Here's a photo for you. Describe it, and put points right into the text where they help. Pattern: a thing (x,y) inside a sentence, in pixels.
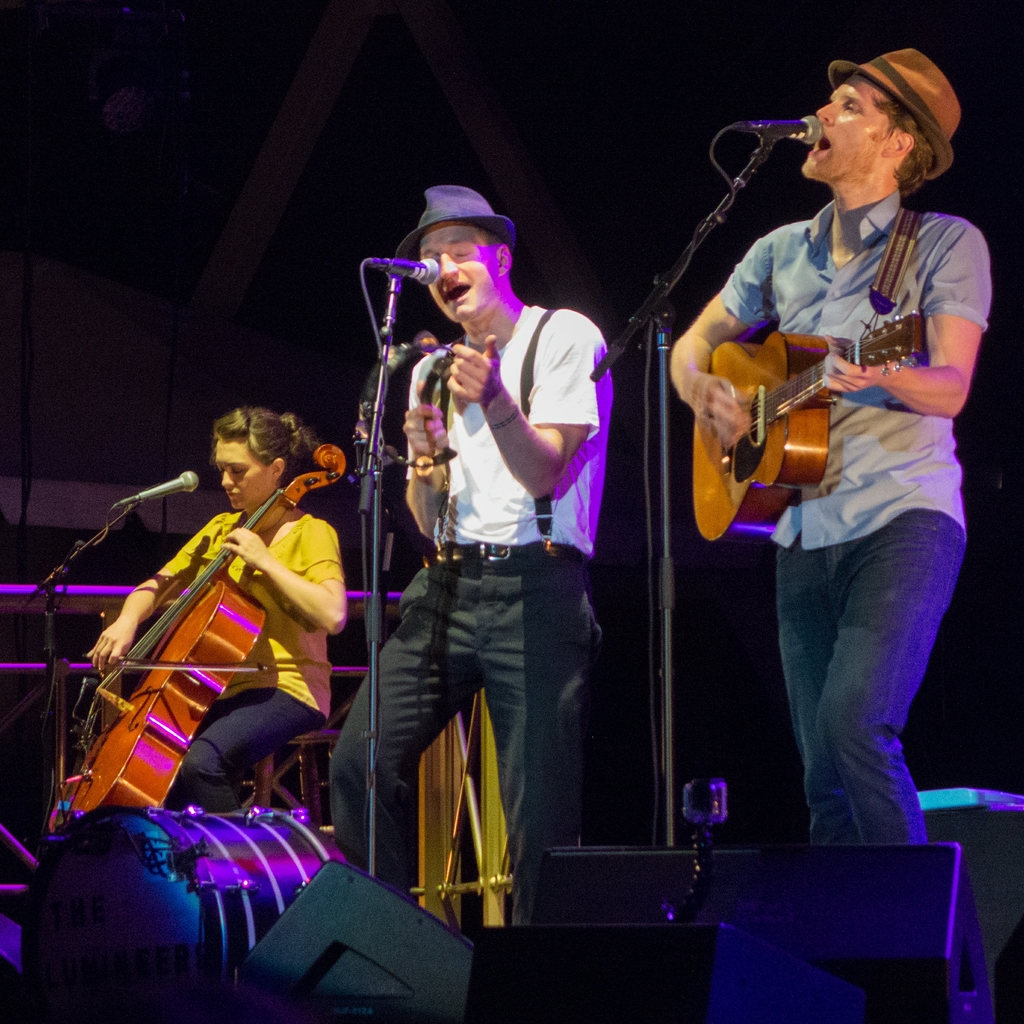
In this picture we can see three musicians (481,444) they are playing musical instruments (860,356) in front of microphone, In the background (447,773) we can see metal rods (475,795).
